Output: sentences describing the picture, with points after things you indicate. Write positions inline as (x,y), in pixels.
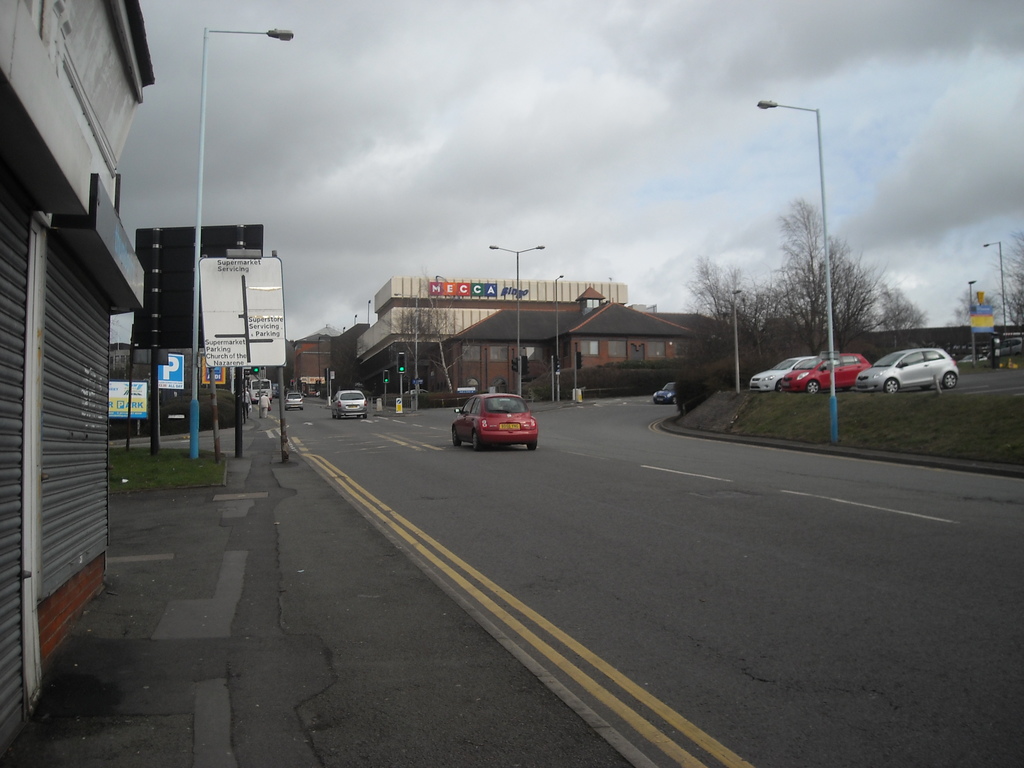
In this image there is a road (462,579) in the bottom of this image (511,605) and there are some vehicles (504,411) as we can see in middle of this image (473,422) and right side of this image (883,377) as well. There are some trees (810,350) are behind to these cars (816,362). There are some buildings (304,354) on the left side of this image (94,507) and middle of this image (517,324). There is a sky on the top of this image (615,252).
